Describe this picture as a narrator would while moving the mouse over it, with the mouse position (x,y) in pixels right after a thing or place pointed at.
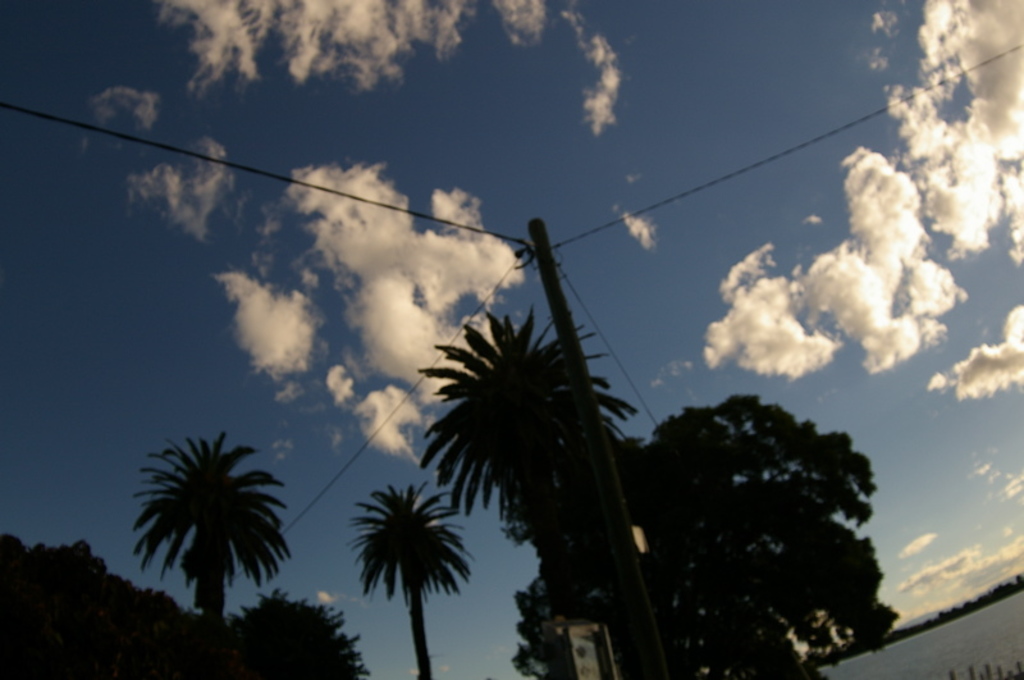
In this image we can see sky (411,245) with clouds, electric pole (610,507), electric cables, trees (696,564) and water (967,643).
